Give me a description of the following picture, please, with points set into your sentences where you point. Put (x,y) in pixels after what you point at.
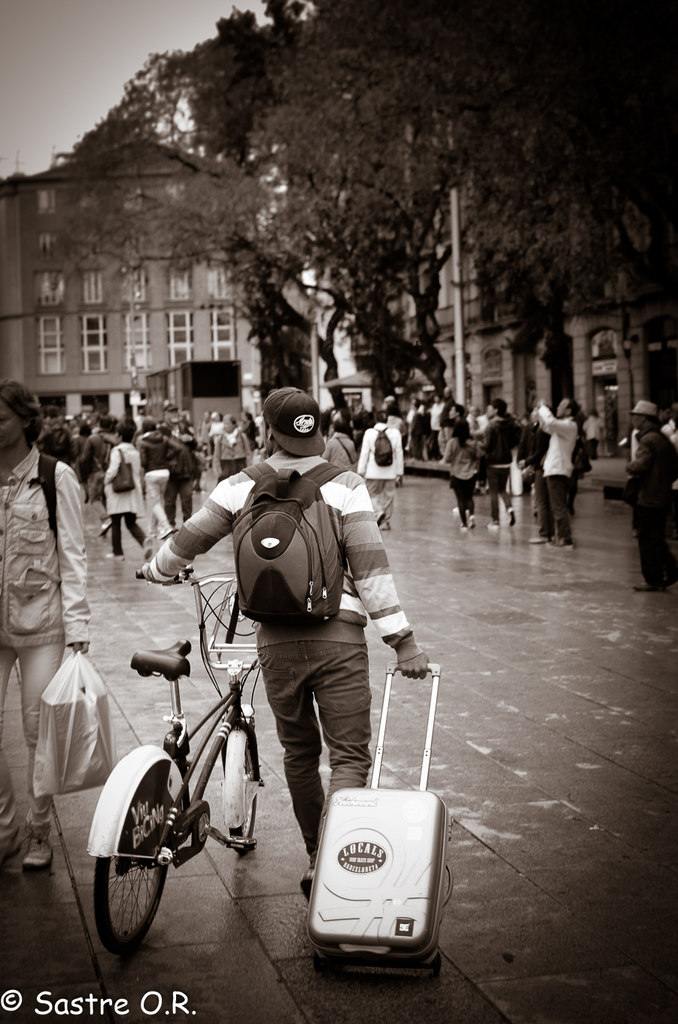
In the image we can see there is a man (309,701) who is holding a trolley (376,781) and bicycle (201,745) in his hand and he is carrying a backpack (267,553) and there are lot of people (398,410) who are standing on the road (410,706) and there are trees (308,225) and building (100,317) and it is a black and white image.
